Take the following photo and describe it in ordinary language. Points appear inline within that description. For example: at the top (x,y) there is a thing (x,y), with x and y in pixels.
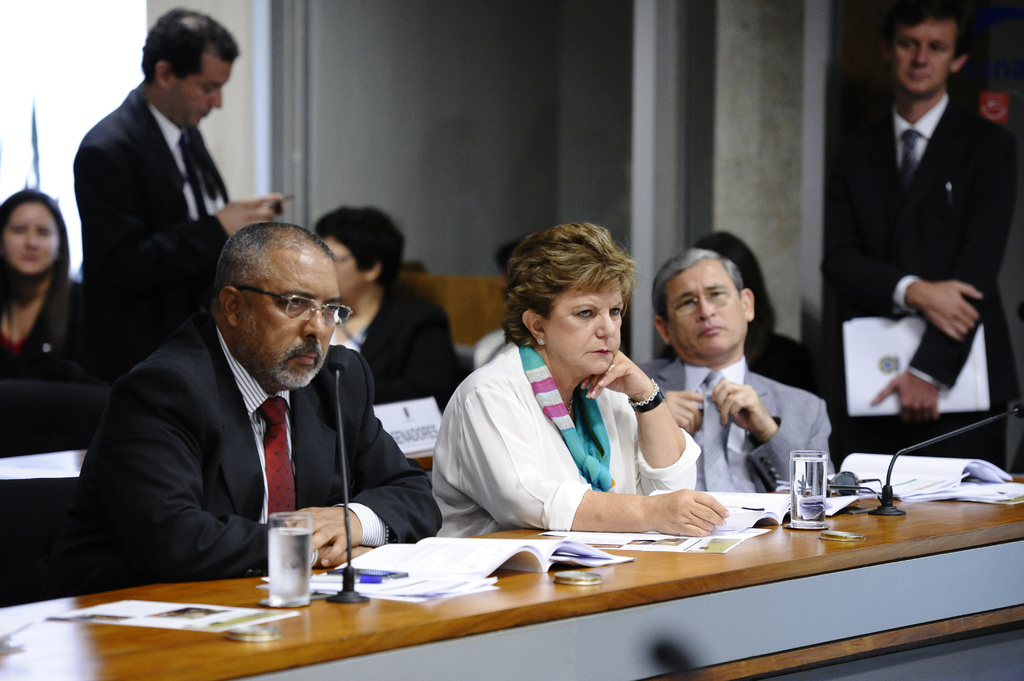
In this image I can see people (991,433) and two of them (157,221) are standing and rest all are sitting. I can also see a desk (474,603) and on this desk (1020,526) I can see mics (965,428), few glasses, books (962,470) and few papers (683,537). I can also see most of them are wearing suit (167,218) and tie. Here I can see two of them (677,303) are wearing specs (694,301).
